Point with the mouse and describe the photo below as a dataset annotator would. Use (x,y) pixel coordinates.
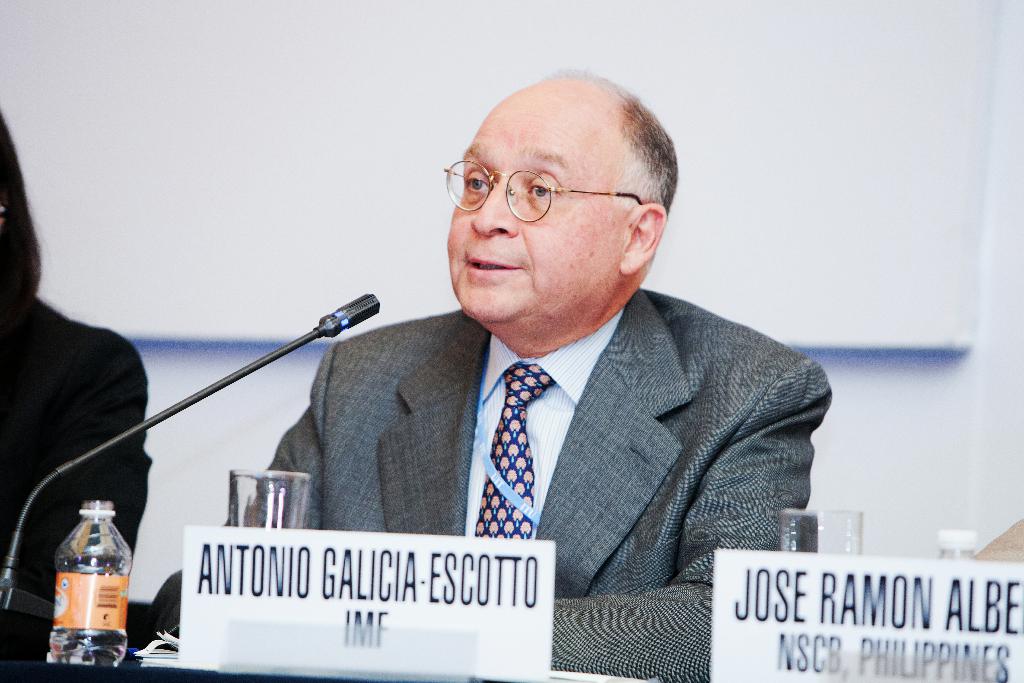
In this picture a man (593,477) is sitting on a chair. In front of this man (496,336) there is a microphone (351,312), water bottle (92,606), glass (242,522) and a name board (309,590). The left side of this man (466,493) there is a woman (57,412) sitting. Background of this people (409,371) there is a white wall (251,251).
